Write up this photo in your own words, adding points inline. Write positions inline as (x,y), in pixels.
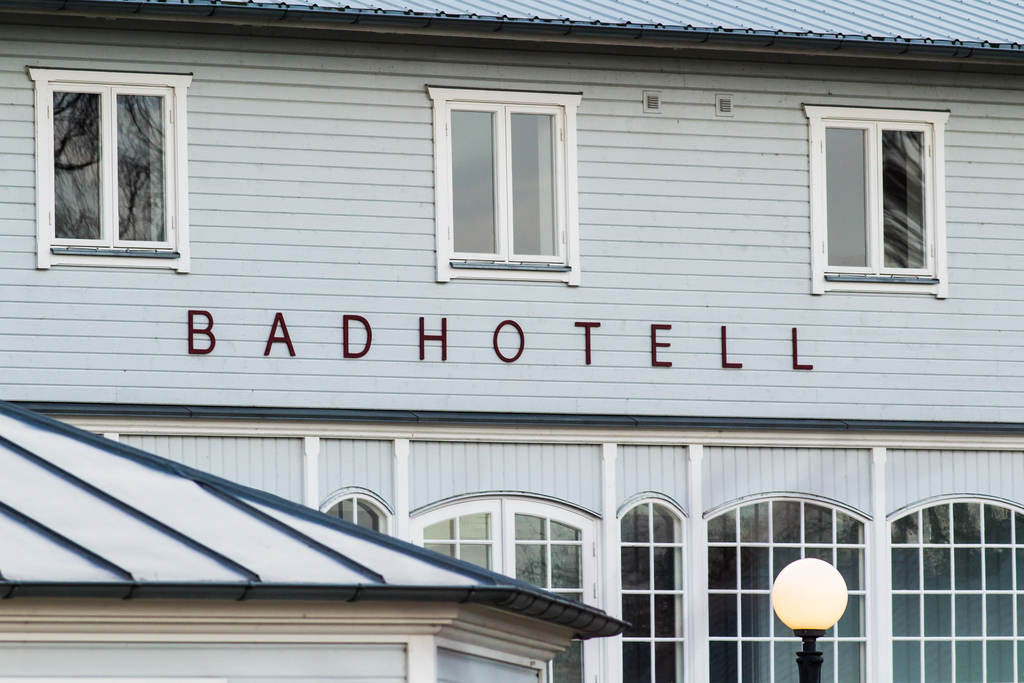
This picture is clicked outside. In the foreground (824,608) we can see the lamppost (813,624) and the buildings (429,157) and we can see the windows (722,600) of the building (600,254) and the text (368,329) on the wall (687,295) of the building (494,348).
